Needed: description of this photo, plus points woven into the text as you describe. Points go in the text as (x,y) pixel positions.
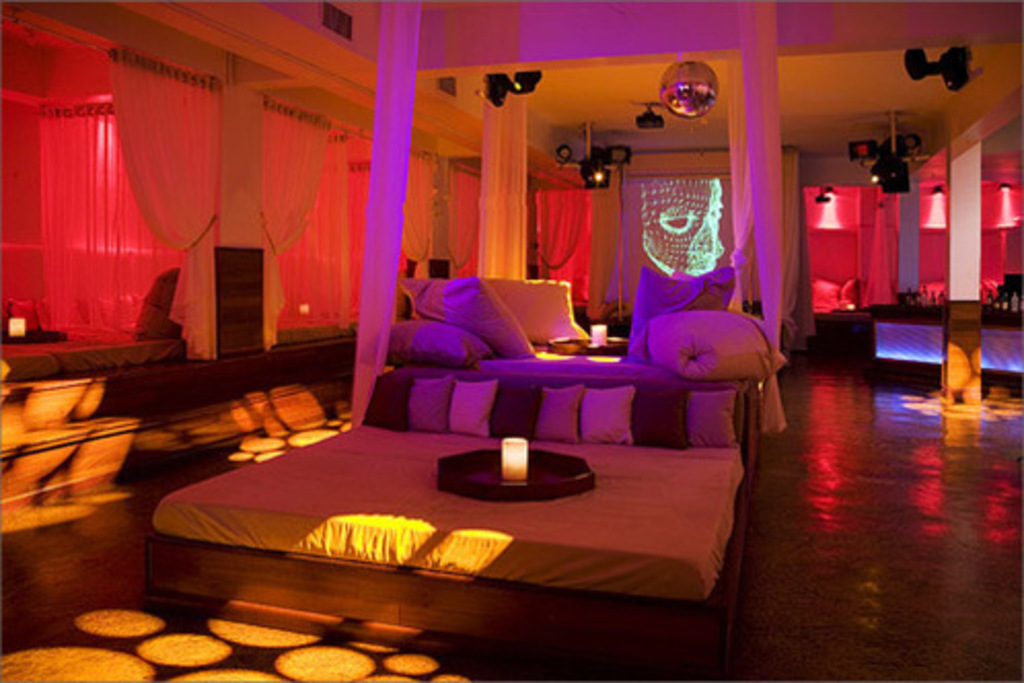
In this image we can see many beds (678,499) and other objects (884,189). There are few lamps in the image. There are few objects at the right side of the image (1003,313). There are few objects (566,477) placed on the beds (634,457). There are few objects (963,74) attached to the roof (907,78).
